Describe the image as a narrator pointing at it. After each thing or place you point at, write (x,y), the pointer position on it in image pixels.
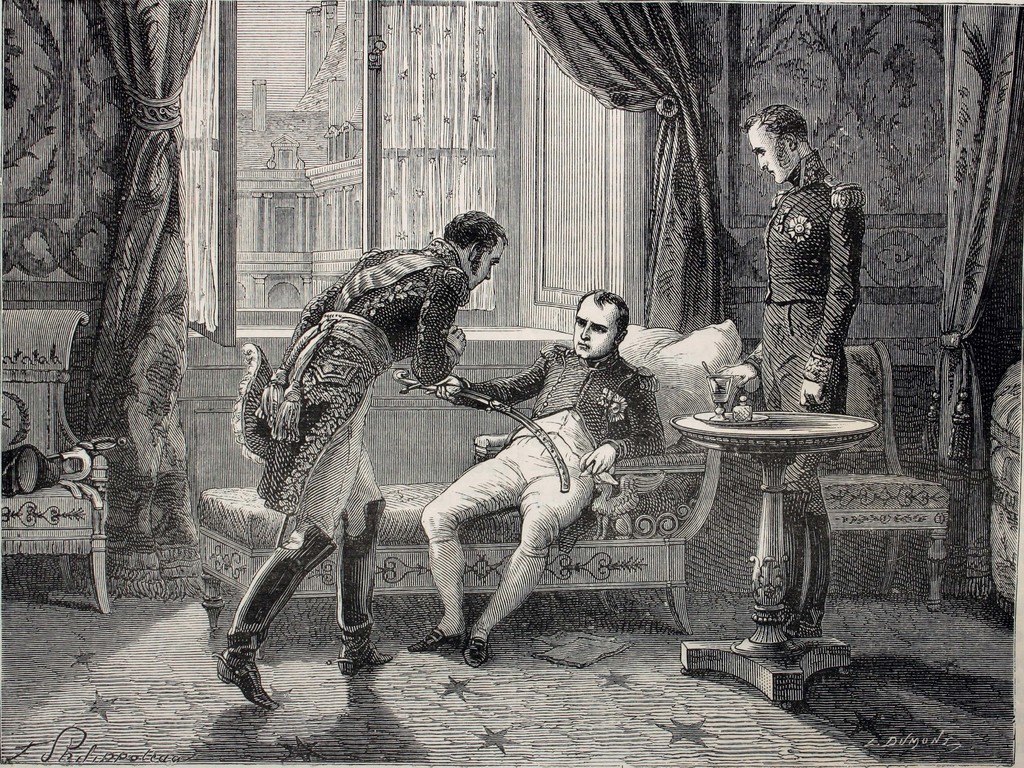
In this image at front (605,400) there is a person (572,447) sitting on the sofa (629,476) by holding the knife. Beside the sofa (606,500) there are two chairs (42,387). In front (786,670) there is a table (762,608) and on top of it there are few objects (721,395). On the backside (376,193) there is a wall (54,81) with the window (444,149) and we can see the curtains (966,317). In the background (325,148) there is a building (330,260) and at the bottom (148,712) there is a mat (908,683).
